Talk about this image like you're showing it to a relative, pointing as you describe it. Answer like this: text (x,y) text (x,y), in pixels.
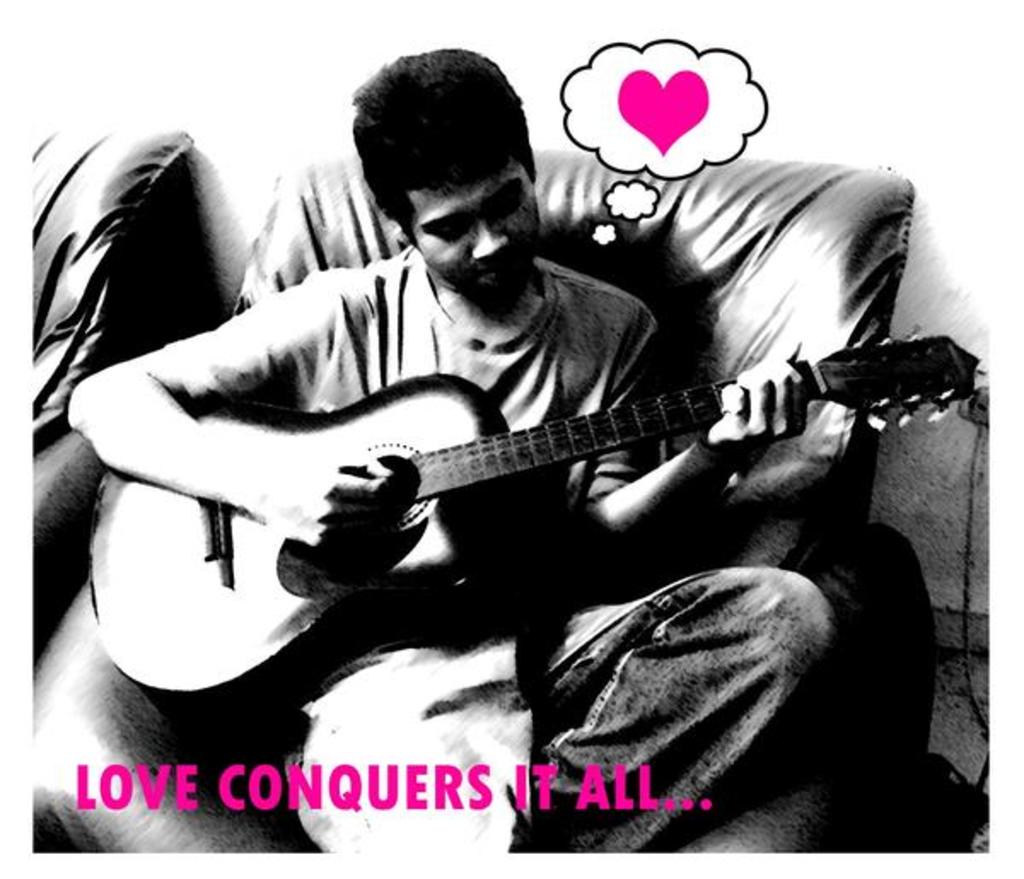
In this picture we can see a man (572,311) who is playing a guitar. This is sofa (769,247). On the background (879,92) there is a wall (913,93).
